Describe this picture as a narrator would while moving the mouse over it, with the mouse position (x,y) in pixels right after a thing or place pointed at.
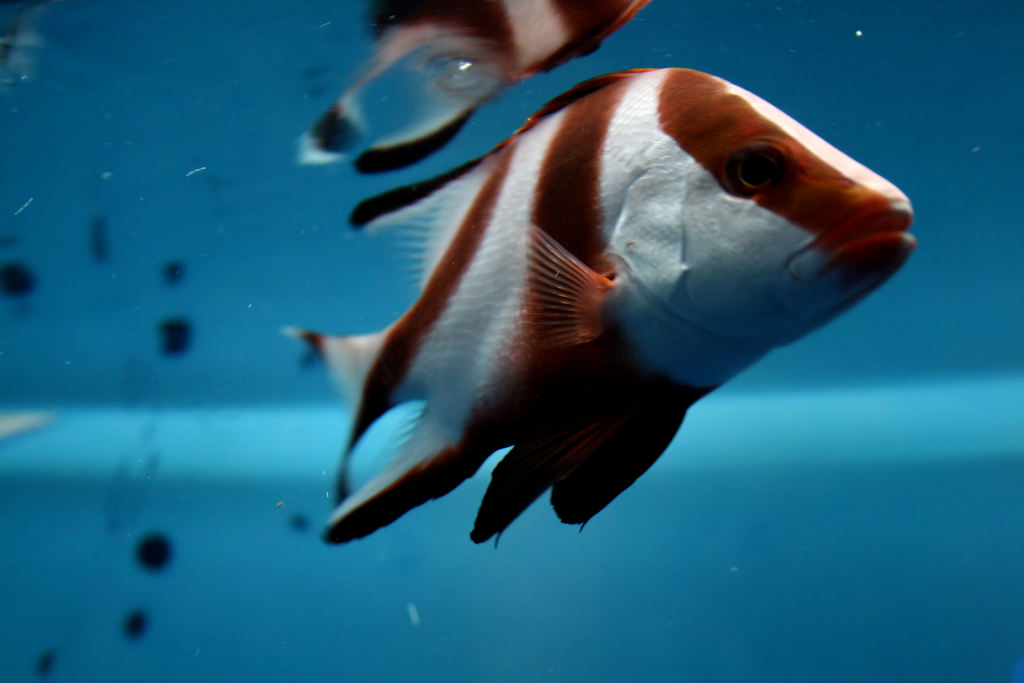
This is a zoomed in picture. On the right (752,145) we can see the two fishes (499,304) swimming in the water body (754,472). In the background (155,570) we can see there are some other objects (169,557).
